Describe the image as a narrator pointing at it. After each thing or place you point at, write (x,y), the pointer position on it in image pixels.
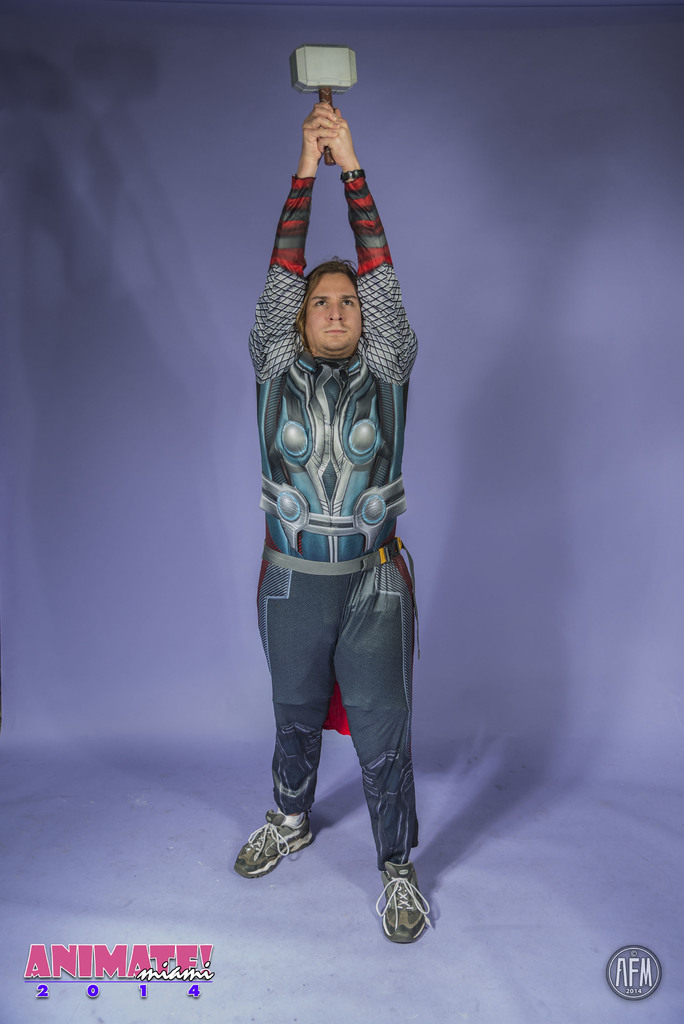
In the image we can see there is a person (358,517) standing and he is wearing costume (339,663). He is holding thor hammer (323,81) in his hand (313,128).
